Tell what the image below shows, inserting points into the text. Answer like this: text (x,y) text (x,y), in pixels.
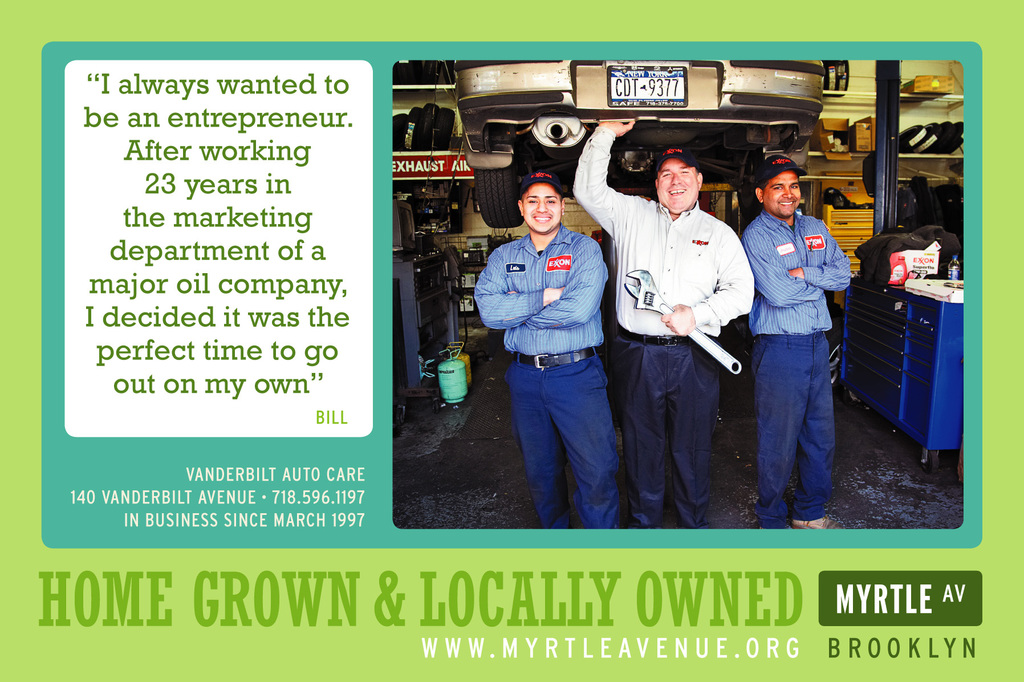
In this image we can see an advertisement (481,451). In the advertisement (609,304) there are the pictures of cardboard cartons (824,123), motor vehicles (755,136), spare parts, persons (645,321) standing on the floor (438,458) and bags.
